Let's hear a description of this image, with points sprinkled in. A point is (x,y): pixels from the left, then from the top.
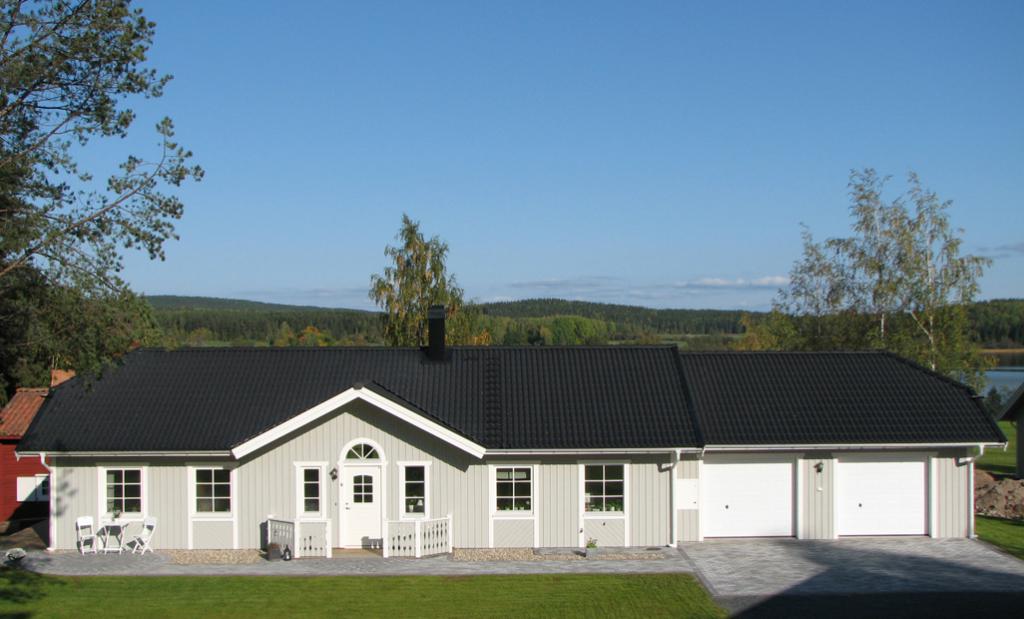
In this image we can see some buildings (677,502) with windows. We can also see some chairs (147,537), fence (425,544), a plant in a pot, a group of trees (644,333), grass (613,608), water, the hills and the sky (719,200) which looks clear.
